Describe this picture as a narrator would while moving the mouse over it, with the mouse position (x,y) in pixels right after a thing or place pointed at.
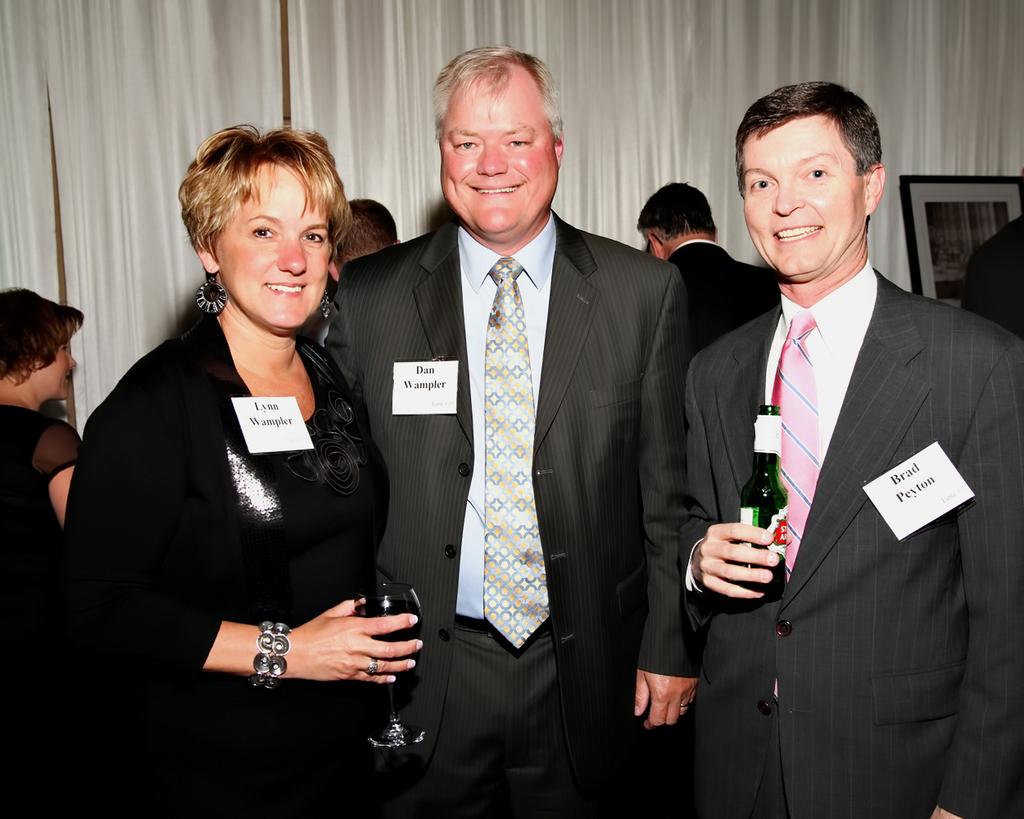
In this picture we can see a group of people (811,521) standing and a man (816,504) is holding a bottle (776,532) and the woman (345,579) is holding a wine glass (381,605). Behind the people (368,403) there are white curtains (786,47) and a photo frame (946,208).
